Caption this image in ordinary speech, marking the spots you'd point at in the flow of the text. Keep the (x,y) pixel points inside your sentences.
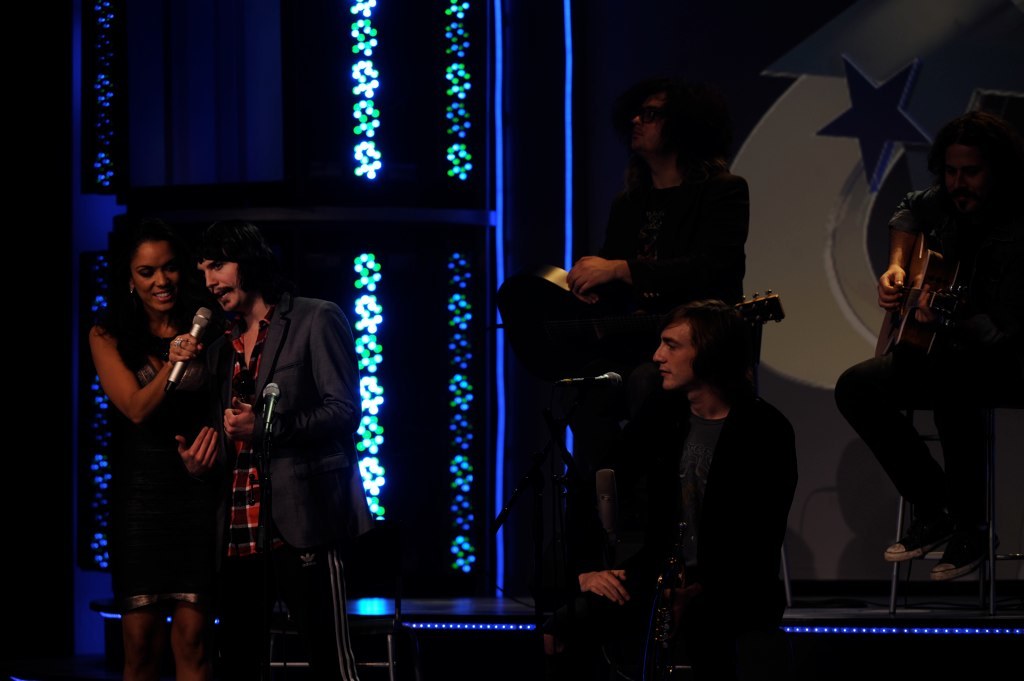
In this image we can see a man (288,316) and a woman (185,419) standing. We can also see the woman (170,417) holding the mike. In the background (616,263), we can see the persons (714,193) sitting and playing the musical instruments (750,299). We can also see the stage (421,647), chairs (991,478), banner (892,172) and also the lights (357,351).
